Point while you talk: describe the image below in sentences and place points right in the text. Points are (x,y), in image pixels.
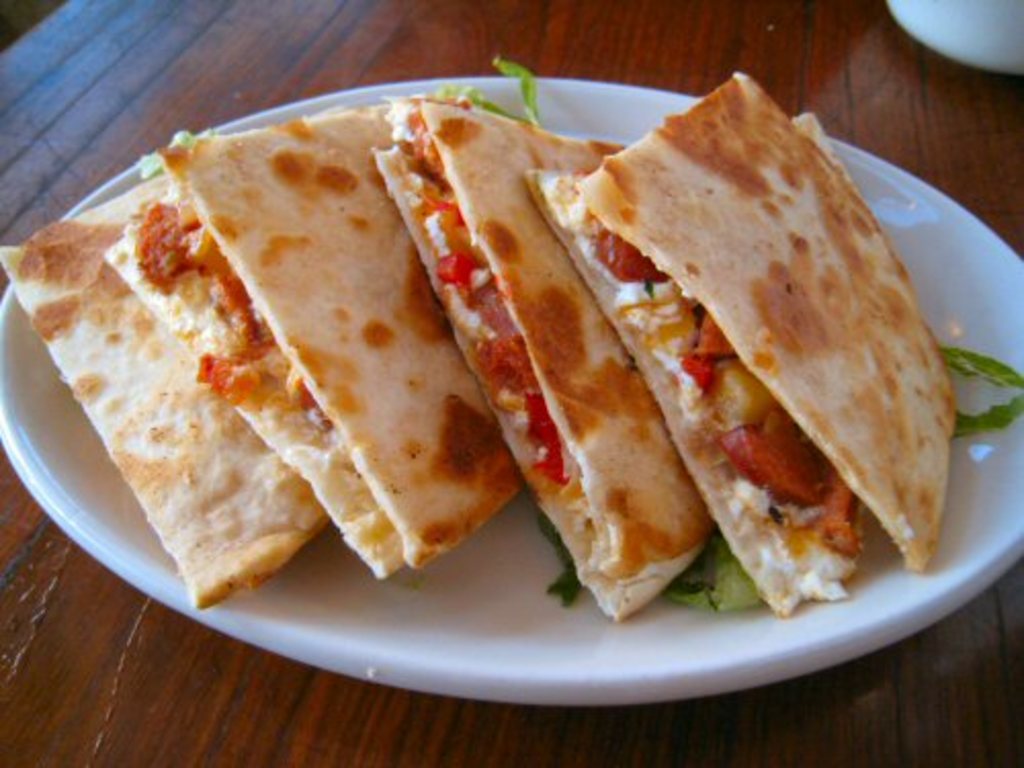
In this picture, we can see wooden surface (279,748) and some objects (532,297) on it like a plate (953,285) with some food items (766,301), and we can see an object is partially covered in the top right corner (899,10).
